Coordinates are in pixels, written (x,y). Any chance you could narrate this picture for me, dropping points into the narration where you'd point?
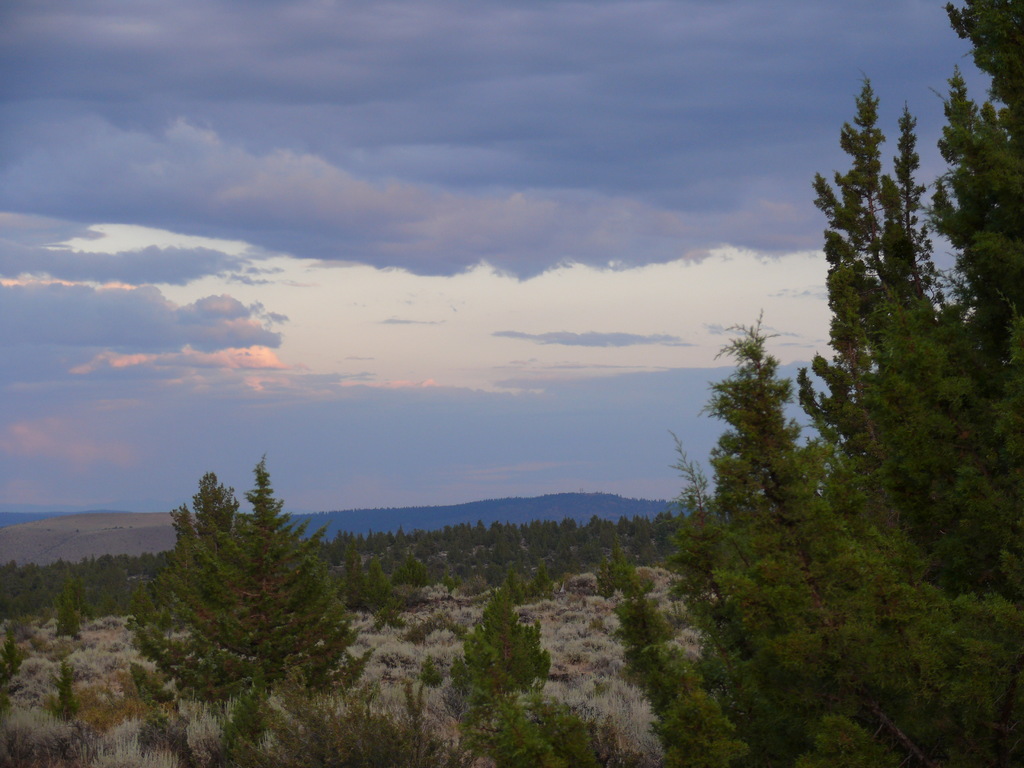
In this image I can see many trees (473,652). In the background (471,505) I can see the mountains (444,509), clouds (547,81) and the sky (194,240).
